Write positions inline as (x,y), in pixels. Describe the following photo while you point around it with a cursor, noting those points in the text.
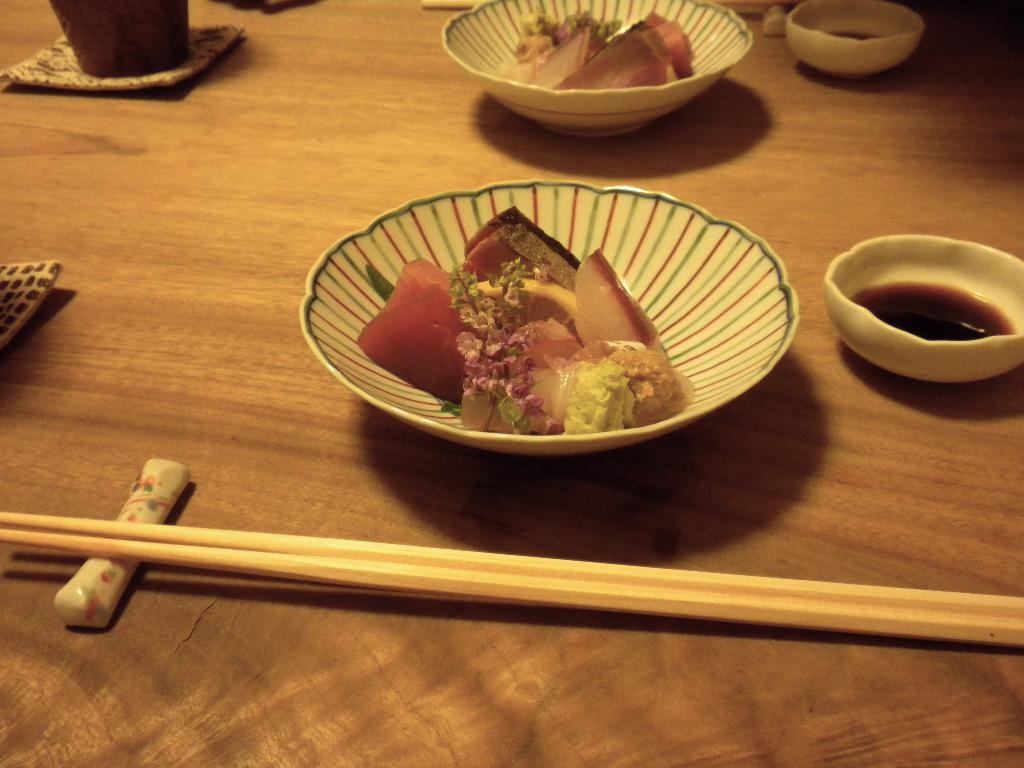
As we can see in the image there are bowls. glass (131,9), plate (184,70), chopsticks (270,560) and some food items (535,249).
